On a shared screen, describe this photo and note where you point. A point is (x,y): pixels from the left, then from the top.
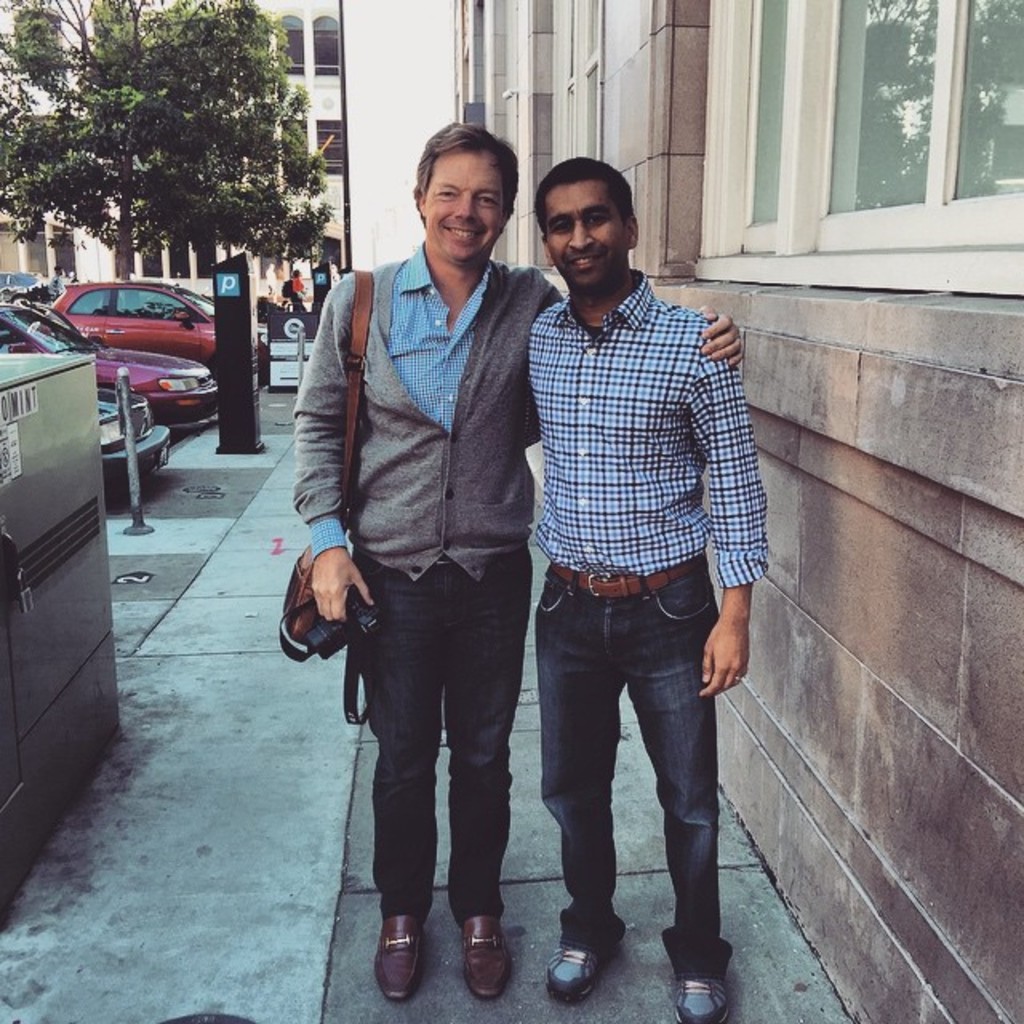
In this picture we can see two people (457,648) standing on the ground (532,600), they are smiling and in the background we can see buildings (1012,48), trees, vehicles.
